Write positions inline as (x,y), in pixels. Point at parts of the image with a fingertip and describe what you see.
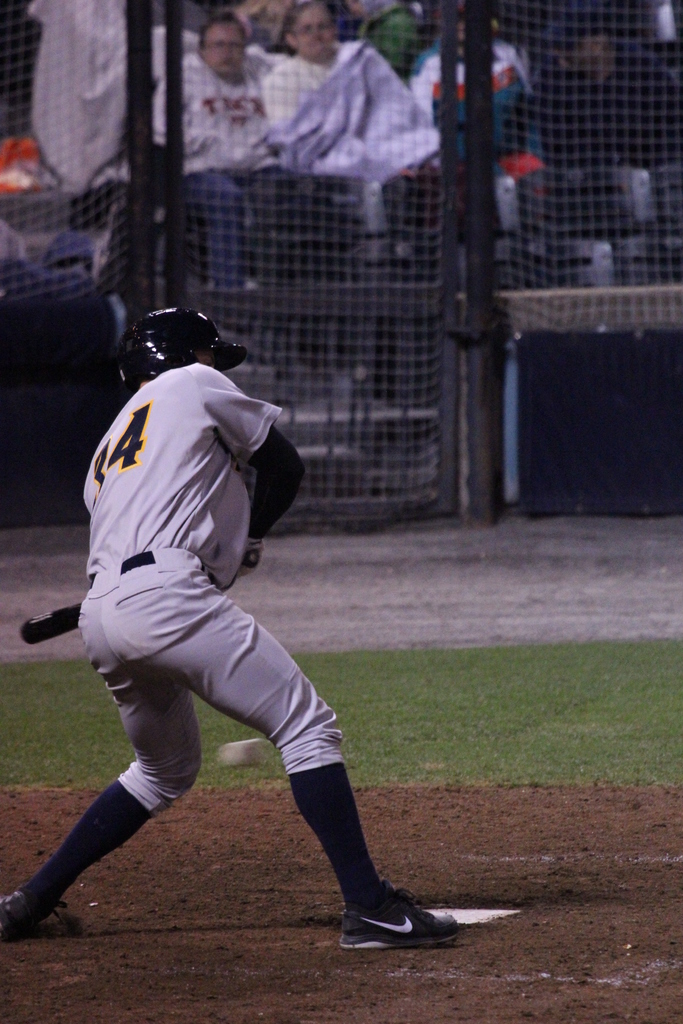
In the center of the image (230,531) we can see person (107,502) holding bat (47,621) and standing on the ground (305,949). In the background (27,218) we can see fencing (392,232) and persons (234,232).
